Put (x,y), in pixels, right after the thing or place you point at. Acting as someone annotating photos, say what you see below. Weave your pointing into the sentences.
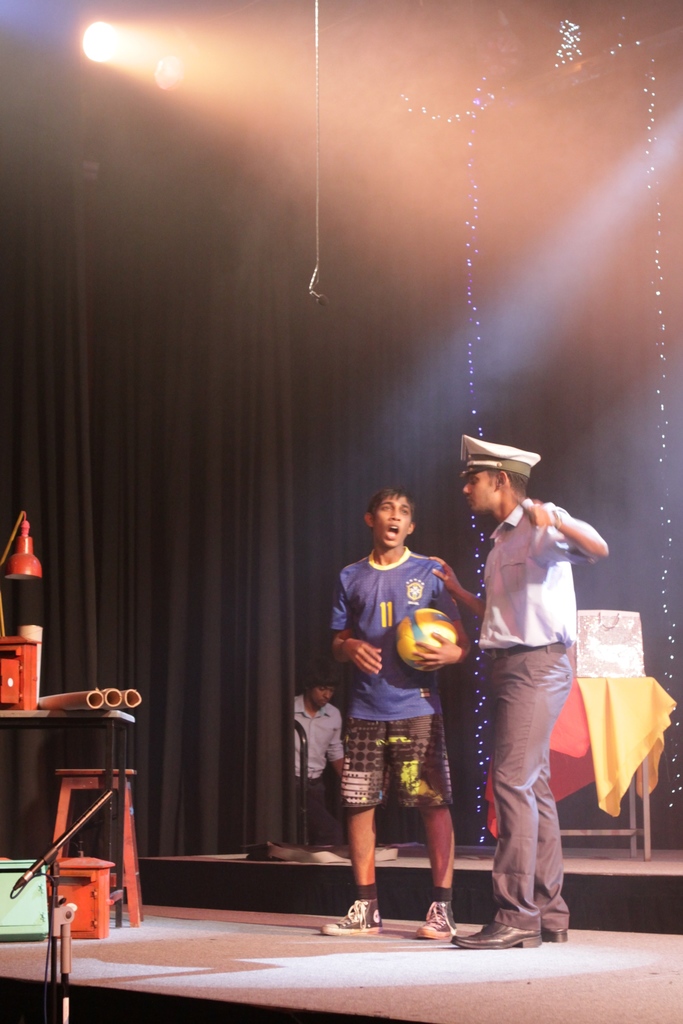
In this image we can see two persons (348,581) standing on the floor (613,973). We can also see another person (307,717) in the background (317,713). We can see the stool (56,824), mike (73,828), tables (579,742), rolls (50,700) and also some other objects (12,663). We can also see the curtain (314,425), lights (139,60).
